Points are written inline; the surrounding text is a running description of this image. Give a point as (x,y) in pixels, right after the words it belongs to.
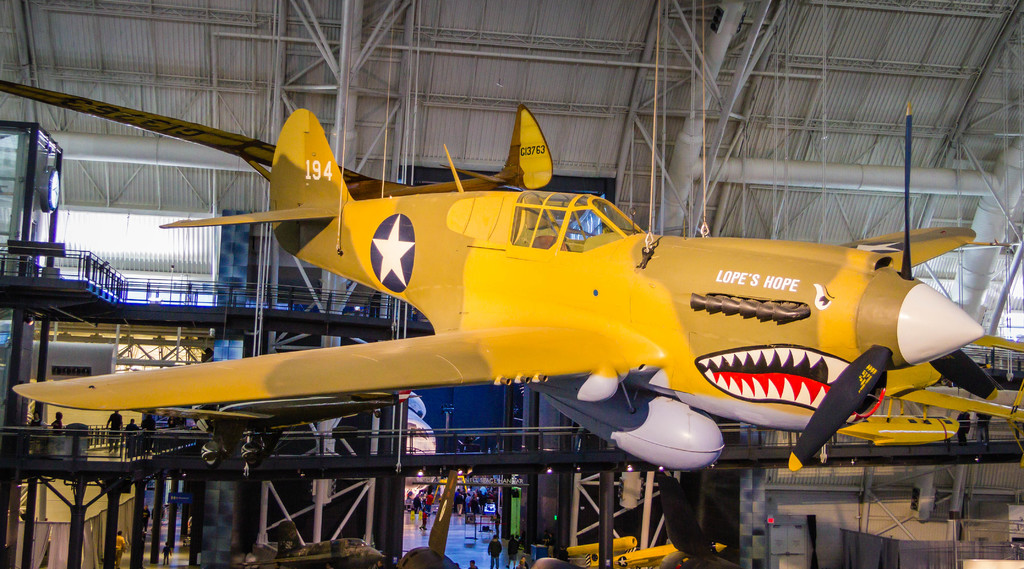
This plane (469,306) is hanging in the air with ropes (653,223). Here we can see people (479,499), bridge (475,463) and pillars (604,510). This is rooftop (873,103).
